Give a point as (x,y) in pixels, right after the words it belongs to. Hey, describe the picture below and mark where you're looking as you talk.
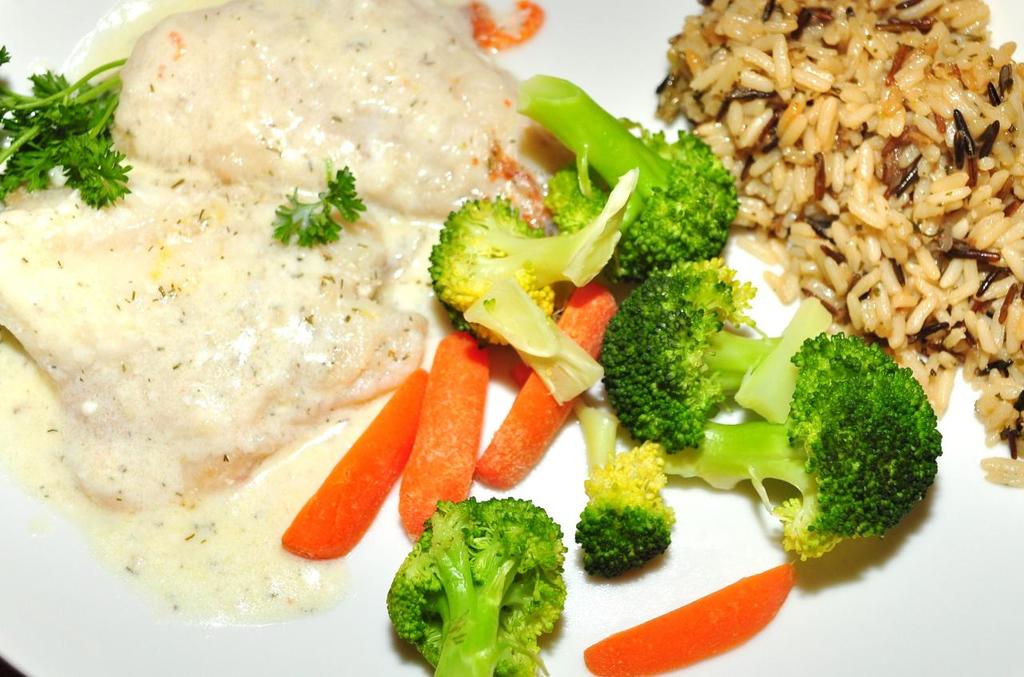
In this image there is a plate (958,624). On the plate (691,528) there are few broccoli (715,395), carrots (654,631), rice (769,259), leafy vegetables (98,146) and some food (178,515).
